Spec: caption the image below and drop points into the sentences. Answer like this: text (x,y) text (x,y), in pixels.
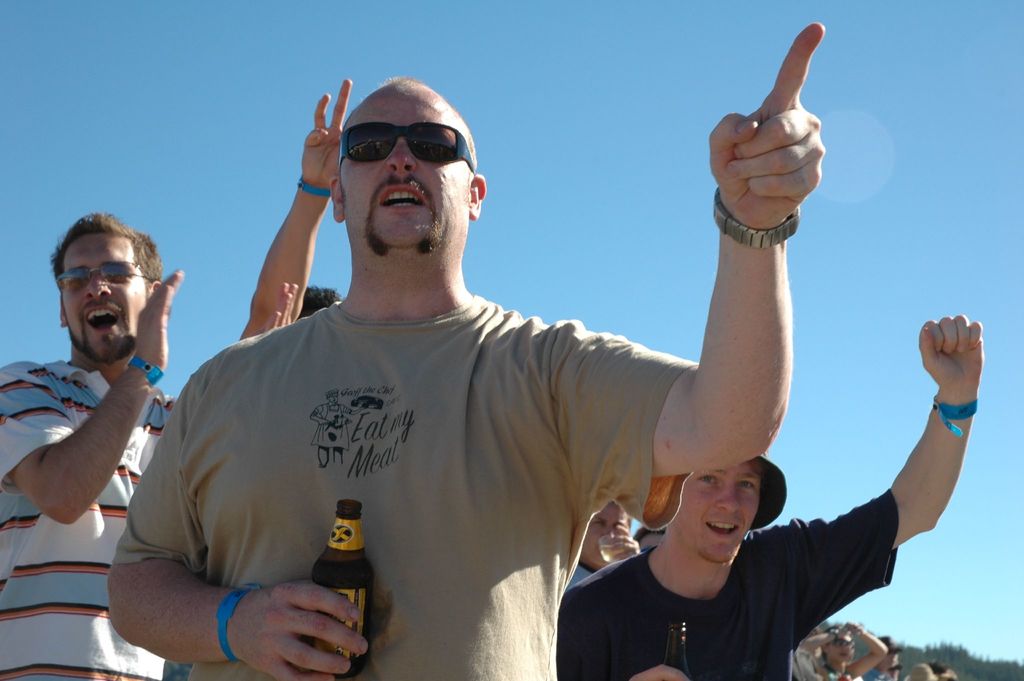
In this image I see 4 men (596,623) in which this man (259,386) is holding a bottle (338,573) in his hand (328,637) and this man (585,538) is holding a glass (601,538) near to his mouth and I see that these both are wearing shades (373,153) and this man (689,553) is wearing a cap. In the background (946,672) I see few more people (814,644) and I see the blue sky (846,241).
